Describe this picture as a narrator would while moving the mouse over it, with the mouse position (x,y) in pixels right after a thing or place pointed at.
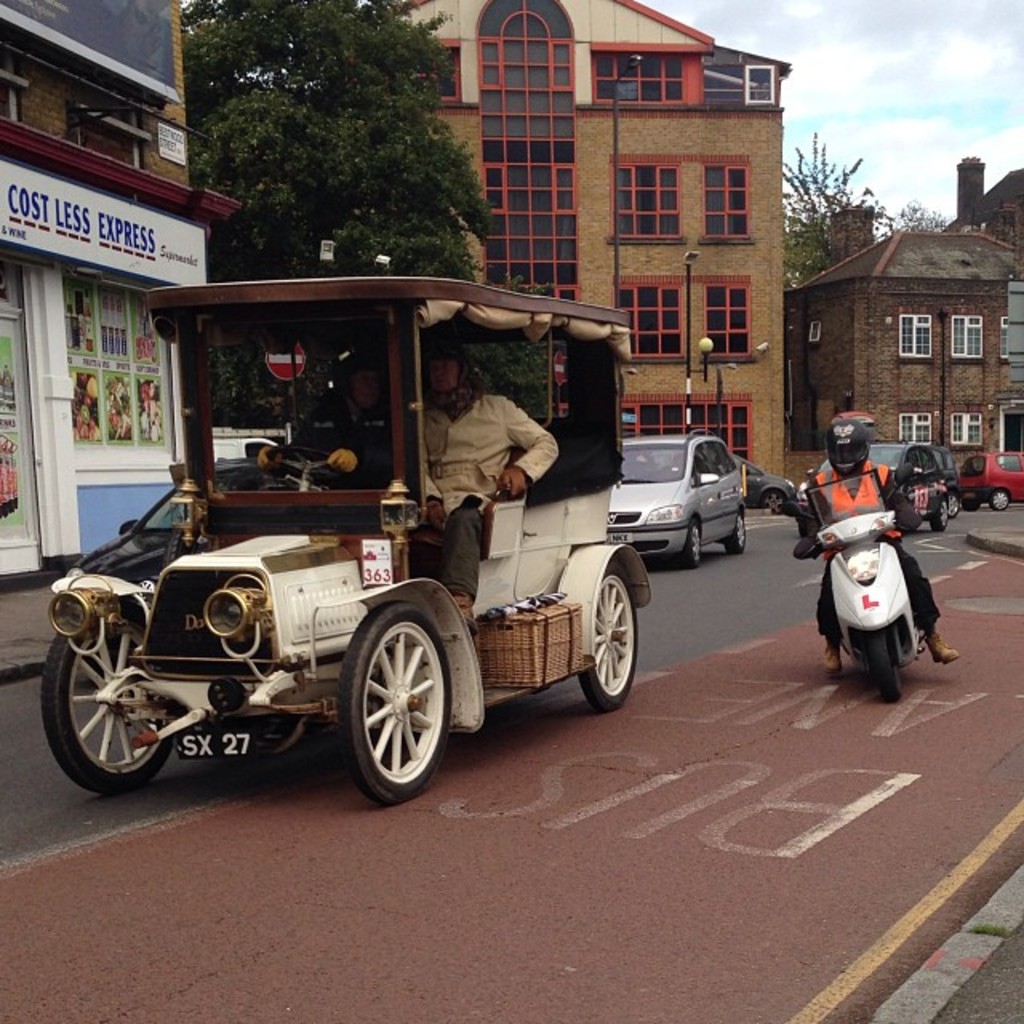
Here we can see a two persons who are travelling in a vintage car (485,344). There is a person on the motorcycle (915,473) and he is on the right side (811,542). In the background (807,403) we can see a car (658,455), a tree (363,136), a house (495,181) and a sky (929,56) with clouds (954,72).
